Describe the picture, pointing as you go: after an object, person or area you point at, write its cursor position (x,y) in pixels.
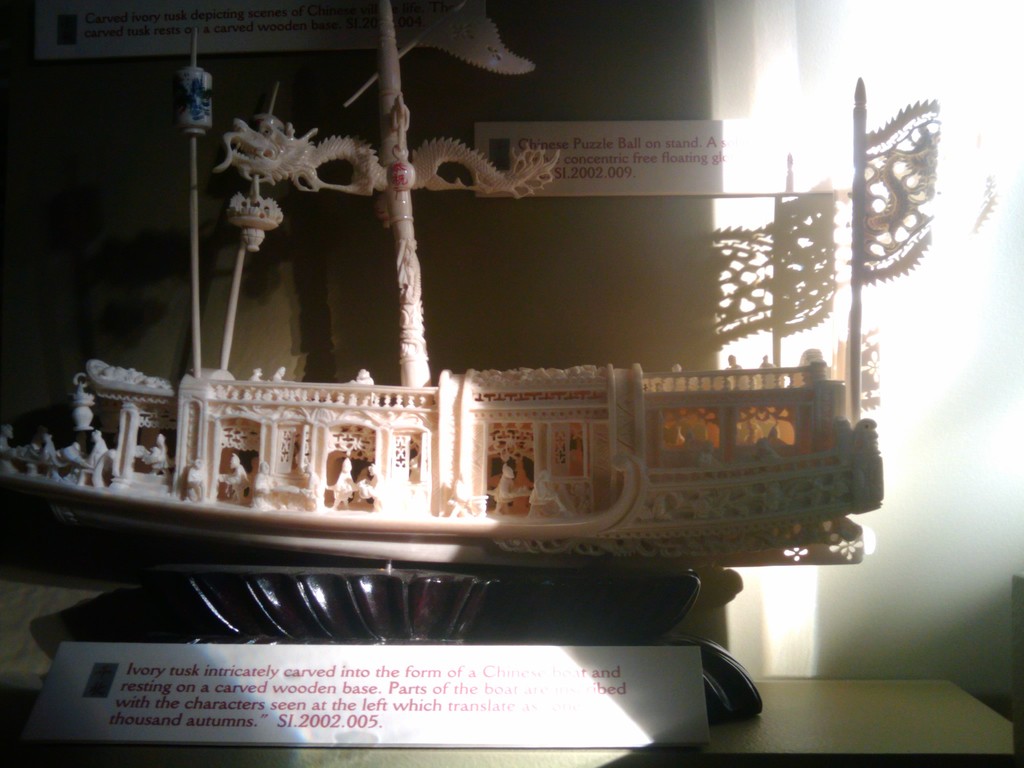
This picture is clicked inside. In the foreground (846,679) there is a table (790,758) on the top of which a small board (274,686) is placed and we can see a small sculpture (545,398) of a boat (462,422) and some persons (346,491) is placed on the top of the table (790,721). In the background (608,54) we can see the wall (737,78).
